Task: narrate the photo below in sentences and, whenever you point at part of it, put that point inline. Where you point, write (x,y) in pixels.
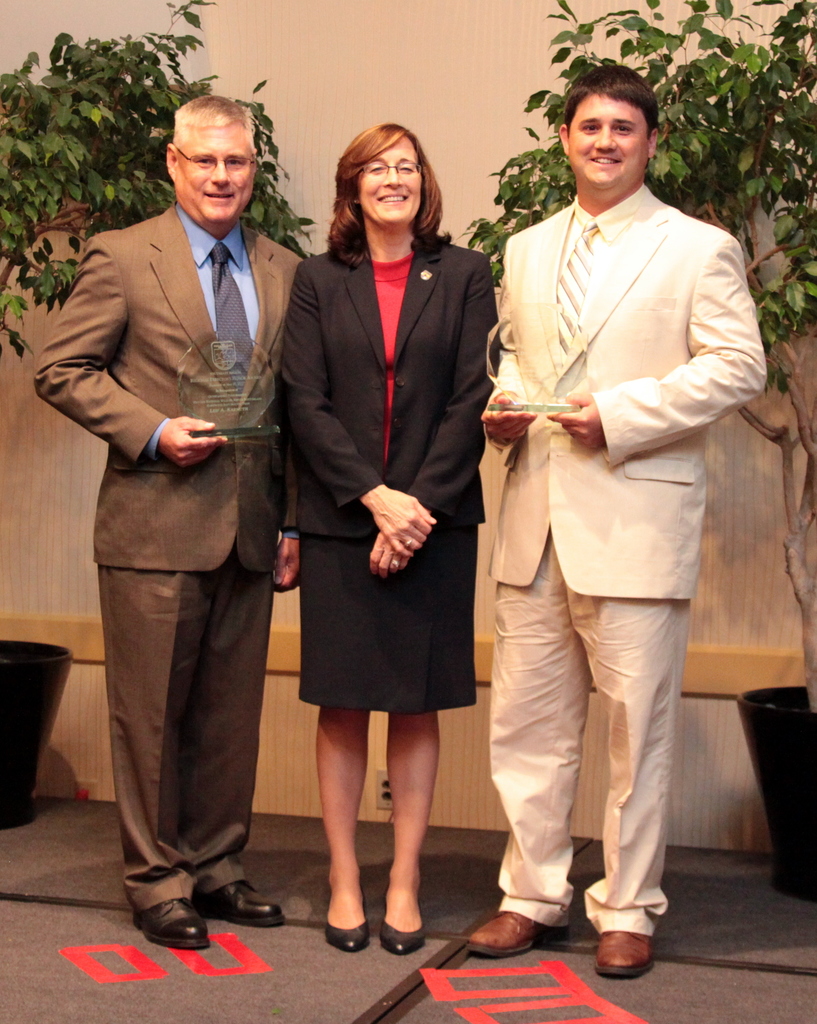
In this image there is a woman (309,331) with a smile on her face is standing in between two men (219,455), the two men (229,457) are holding trophies (260,394) in their hand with a smile on their face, behind them there are plants (124,228).
